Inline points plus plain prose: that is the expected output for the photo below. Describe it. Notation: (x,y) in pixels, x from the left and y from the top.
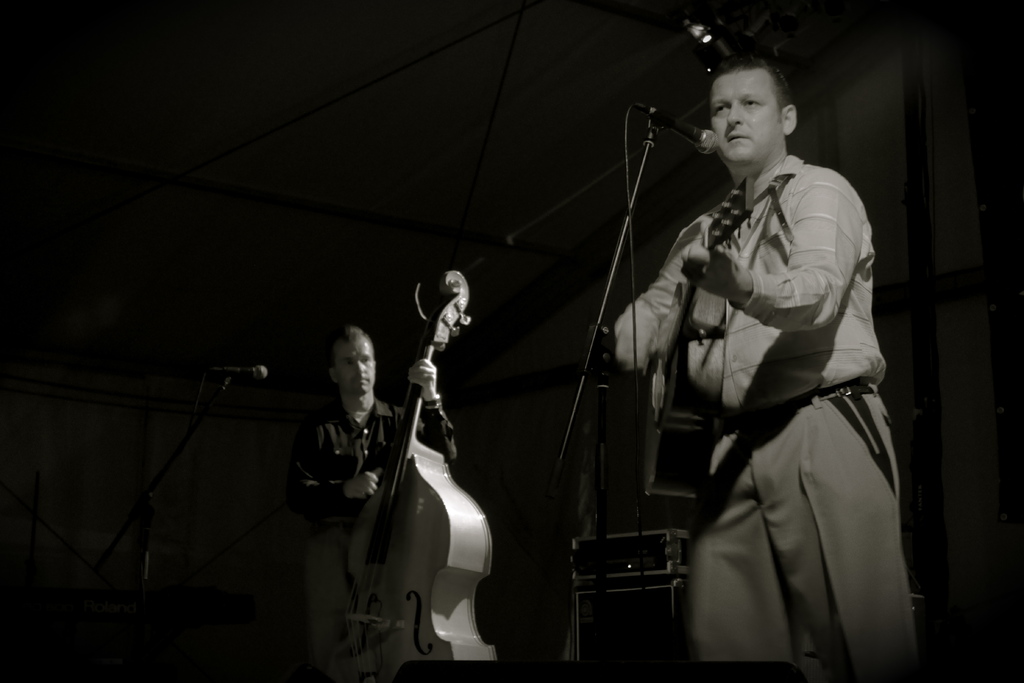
In the picture we can find a two men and the two men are holding musical instruments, one man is near to microphone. In the background (605,229) we can find a dark wall (605,228) and it is a dark room (608,227).
